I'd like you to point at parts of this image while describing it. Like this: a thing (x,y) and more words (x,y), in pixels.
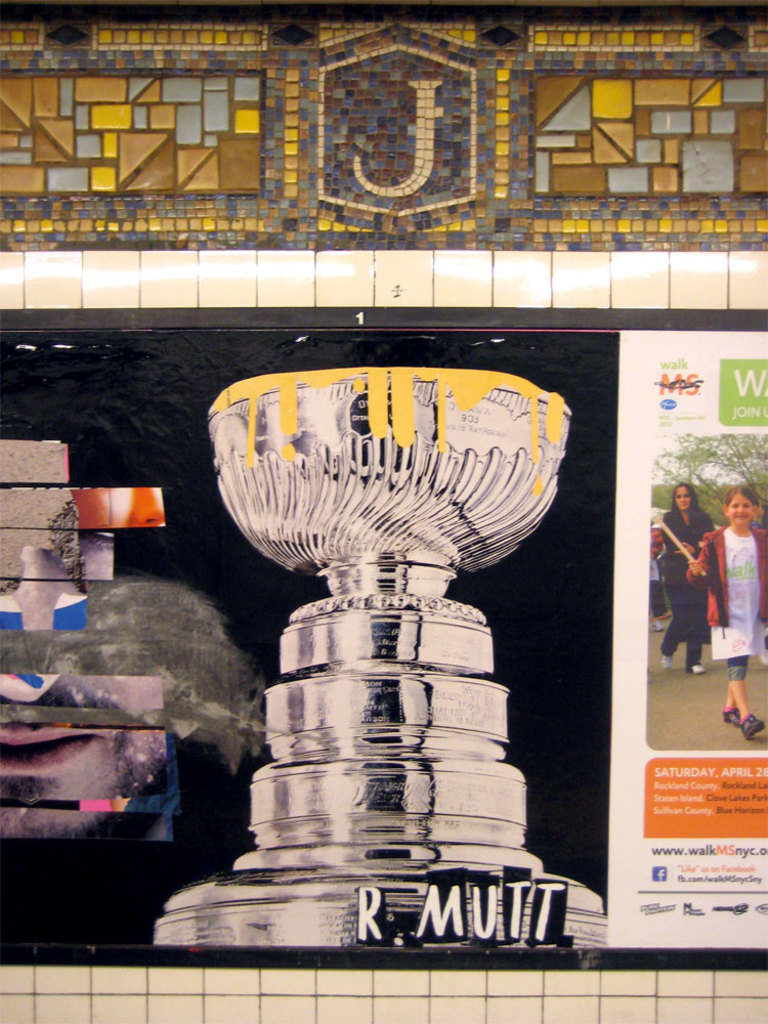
In this image we can see the painting (404,617) of a trophy (409,649) and some pictures (744,704) of some people (748,714) on a wall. We can also see some text (722,850) on it.
